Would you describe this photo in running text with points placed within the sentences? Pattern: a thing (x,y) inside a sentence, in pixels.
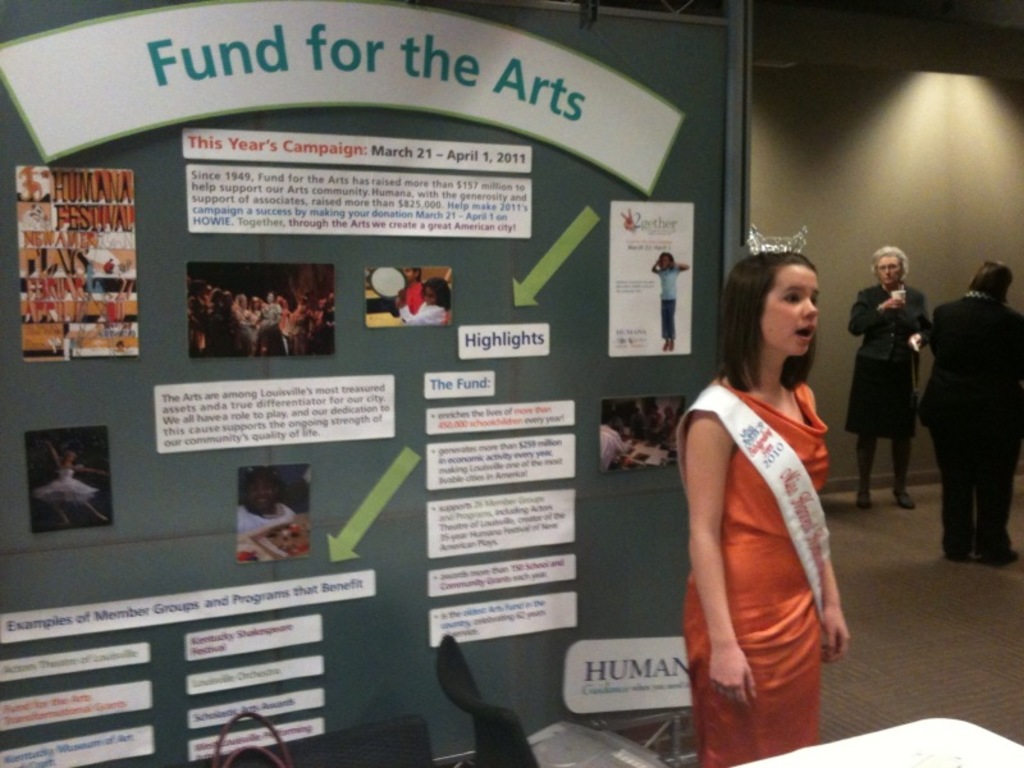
In the picture I can see a person (739,548) wearing an orange color dress (792,556) is standing here. In the background (18,467), I can see a board (138,500) on which I can see posters (334,303). Here I can see two persons (899,394) are standing and they are on the right side of the image (998,511).
